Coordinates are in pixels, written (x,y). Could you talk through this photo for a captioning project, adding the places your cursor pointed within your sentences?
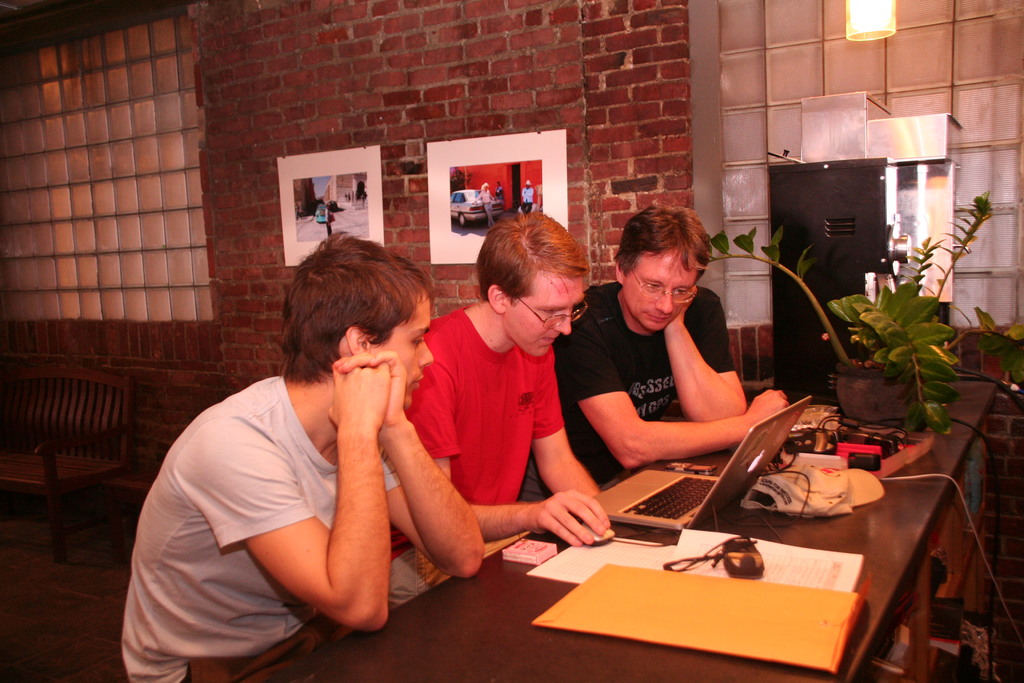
In this picture we can see three persons (165,661) are sitting on the chairs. This is table (475,603). On the table (506,668) there are papers (788,545), laptop (657,479), and cables (842,430). This is plant (884,330). On the background (547,79) there is a wall (366,77) and these are the frames (431,186). And this is light (887,2).
